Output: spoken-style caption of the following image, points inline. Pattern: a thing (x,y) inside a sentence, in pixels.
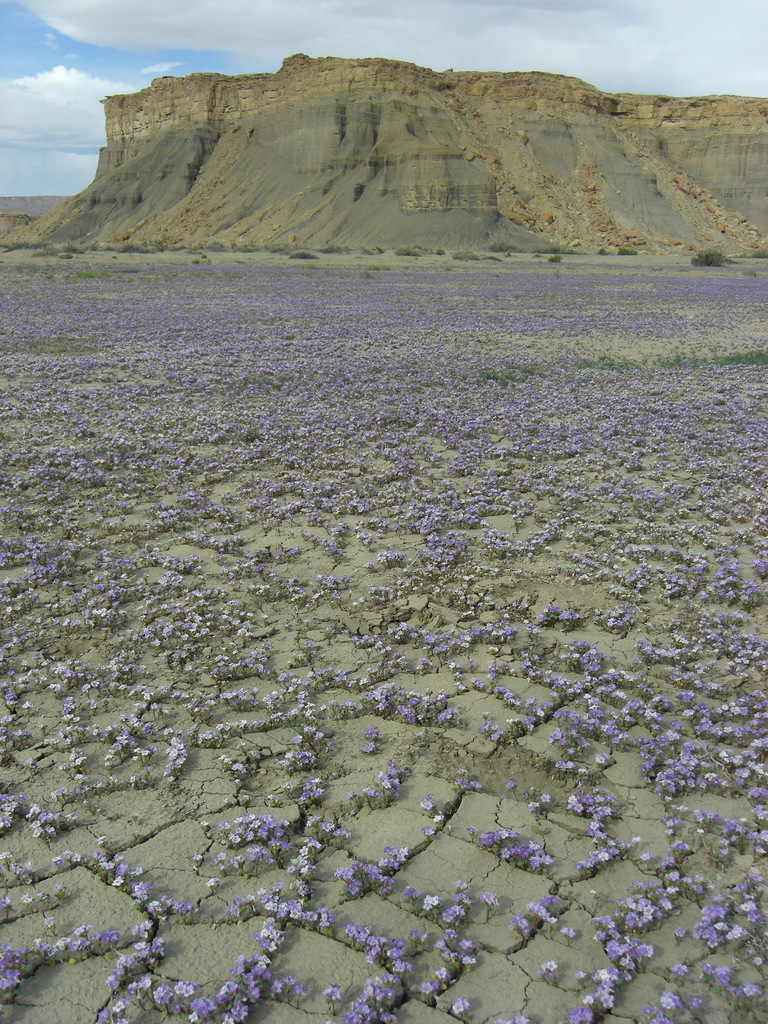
In this image we can see flowers (485,636) on the ground (377,537), hills (359,173) and sky (461,38) with clouds (461,38).
